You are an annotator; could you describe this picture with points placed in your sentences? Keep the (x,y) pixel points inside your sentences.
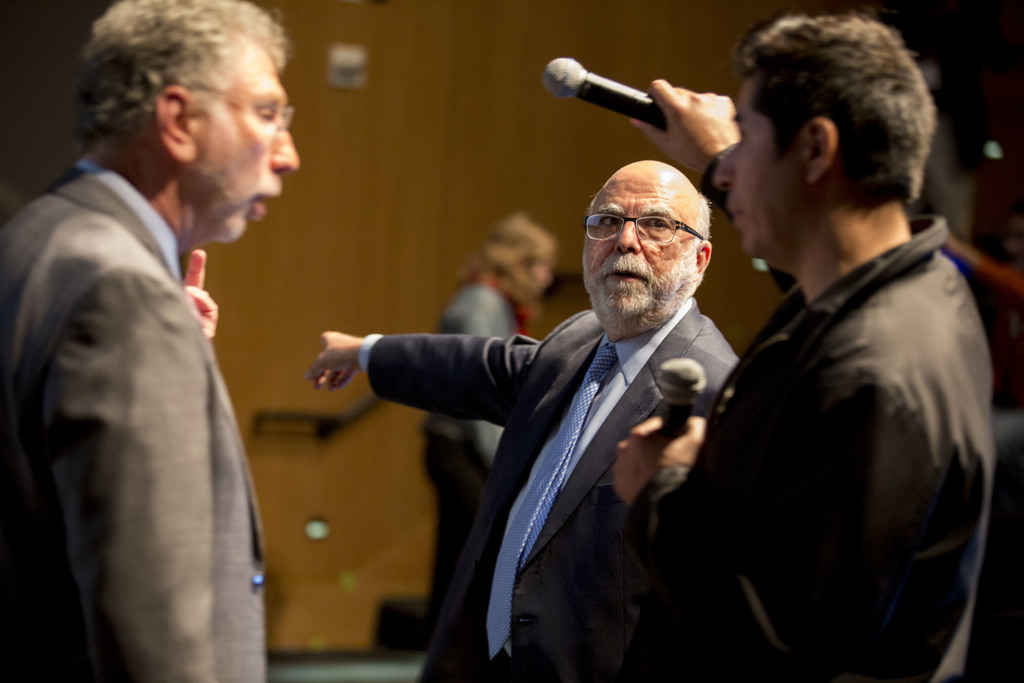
There are three men (509,372) standing. To the right side (843,409) there is a man (842,523) with black jacket (913,489) is standing and holding a mic (673,425) in his both hands (697,428).
